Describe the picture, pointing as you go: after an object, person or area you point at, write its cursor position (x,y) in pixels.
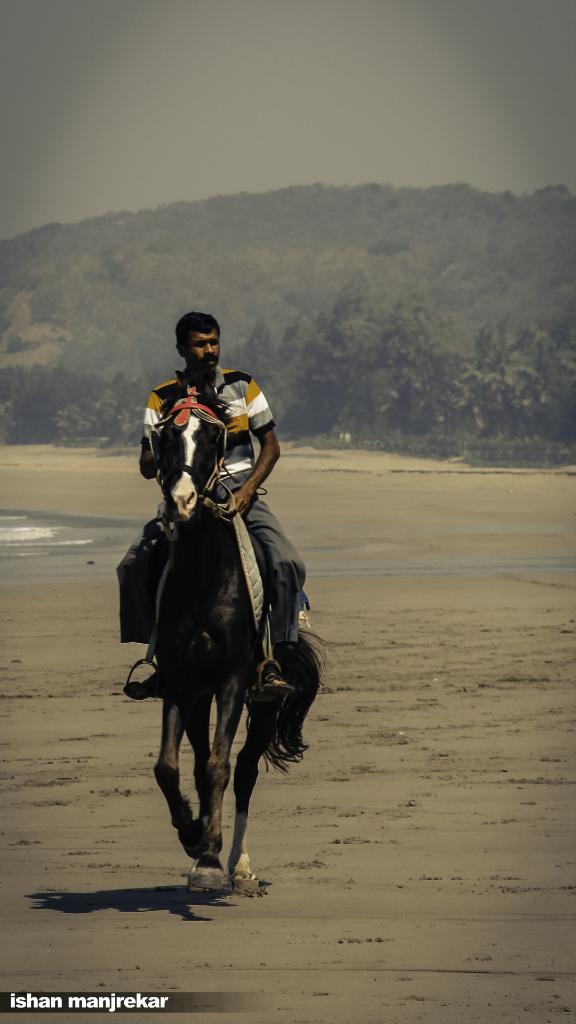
Here, we can see a man (239,507) sitting and riding a horse (219,600), in the background (265,337) there are some trees (309,339), at the top (258,55) there is a sky (256,70).
